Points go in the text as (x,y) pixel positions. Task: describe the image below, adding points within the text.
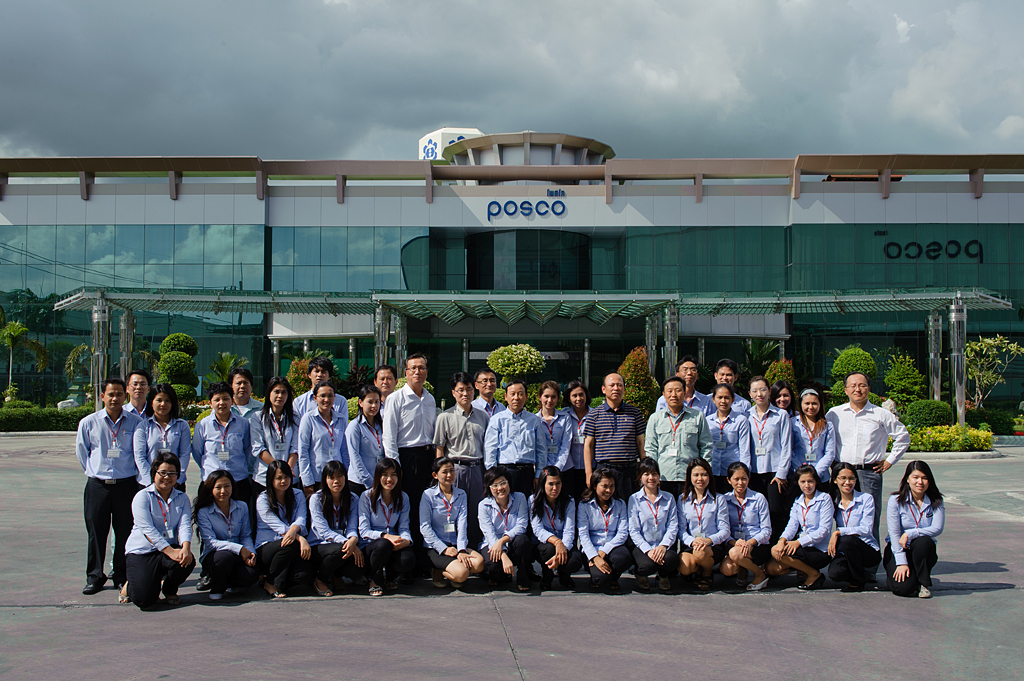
In this image I can see number of people (492,400) and except few, rest all are wearing same colour of dress (791,434). I can also see most of people (170,547) are wearing ID cards (447,526). In the background (978,403) I can see number of plants (183,384), a building (430,348), clouds (343,111) and the sky (710,75). I can also see something is written on the building (777,227).
